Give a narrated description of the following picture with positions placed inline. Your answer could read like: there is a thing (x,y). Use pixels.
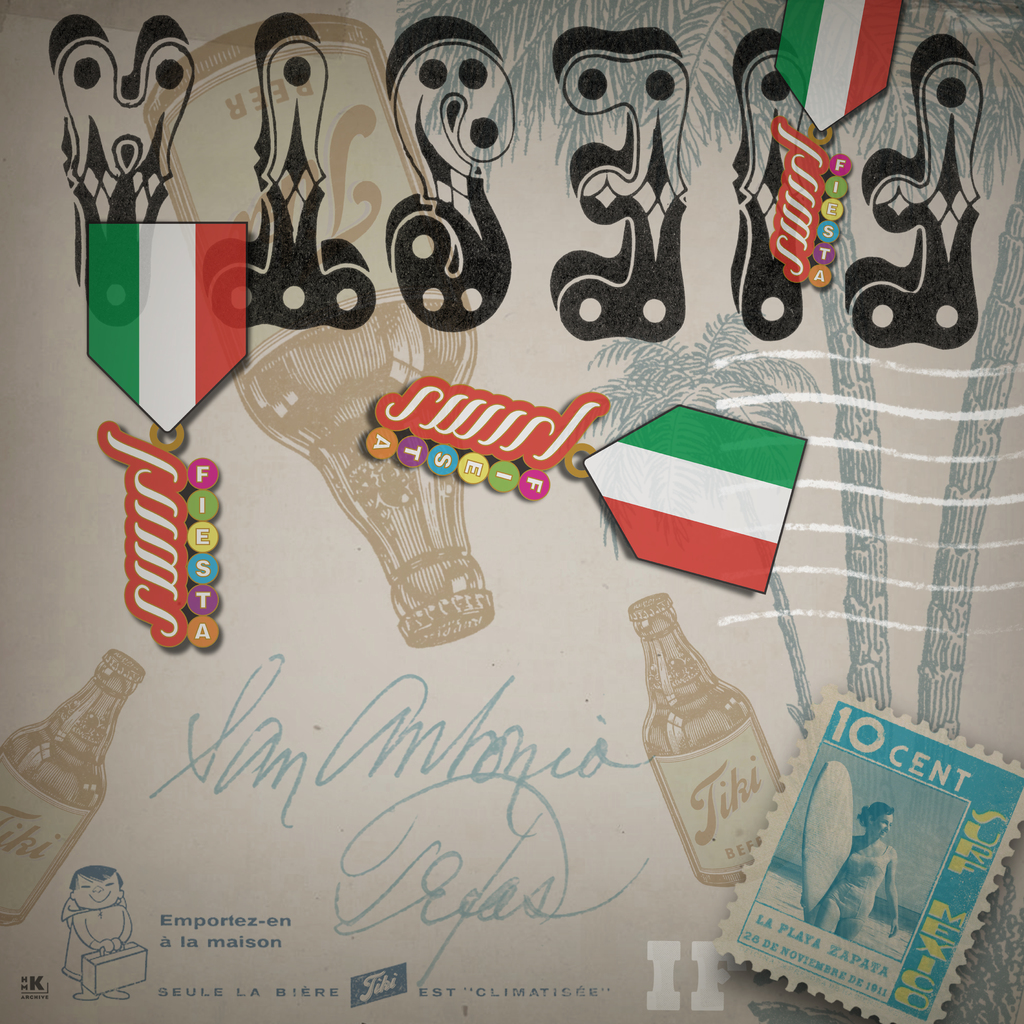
This picture looks like a poster (85,750). In this image we can see the poster (303,950) with text (903,176) and images (1007,975). One stamp (877,934) with text (908,989) and images (892,934) attached to the poster (753,1018) on the bottom right side of the image (810,872).
